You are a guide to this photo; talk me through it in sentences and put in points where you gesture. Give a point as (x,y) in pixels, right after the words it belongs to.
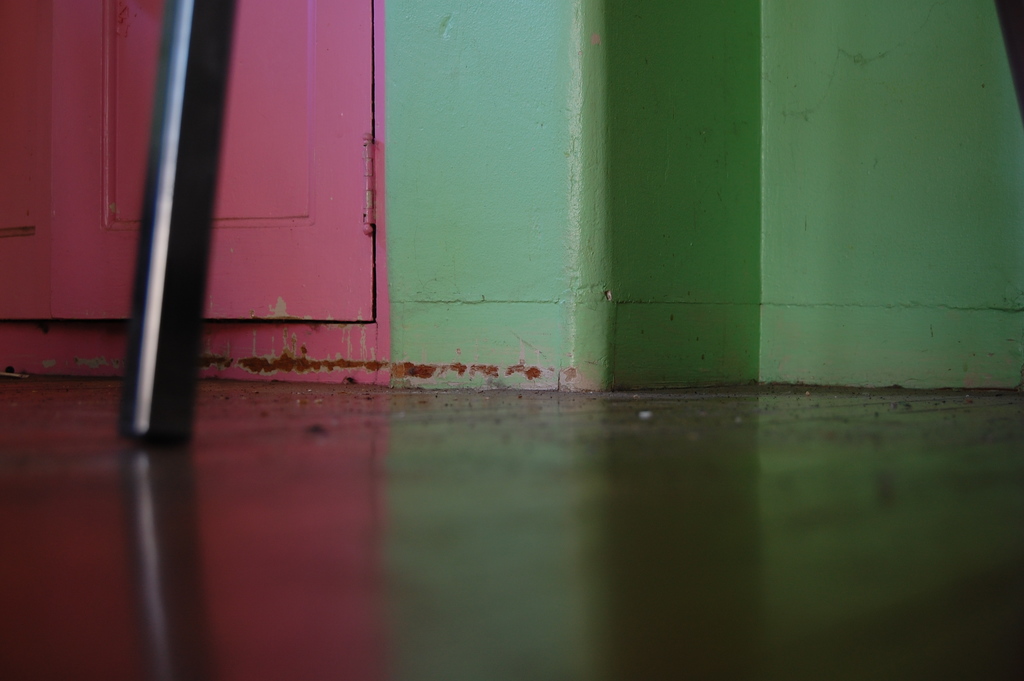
In this image I can see it is the wall (726,196) in green color. On the left side (52,243) there are two doors (225,196) in pink color.
